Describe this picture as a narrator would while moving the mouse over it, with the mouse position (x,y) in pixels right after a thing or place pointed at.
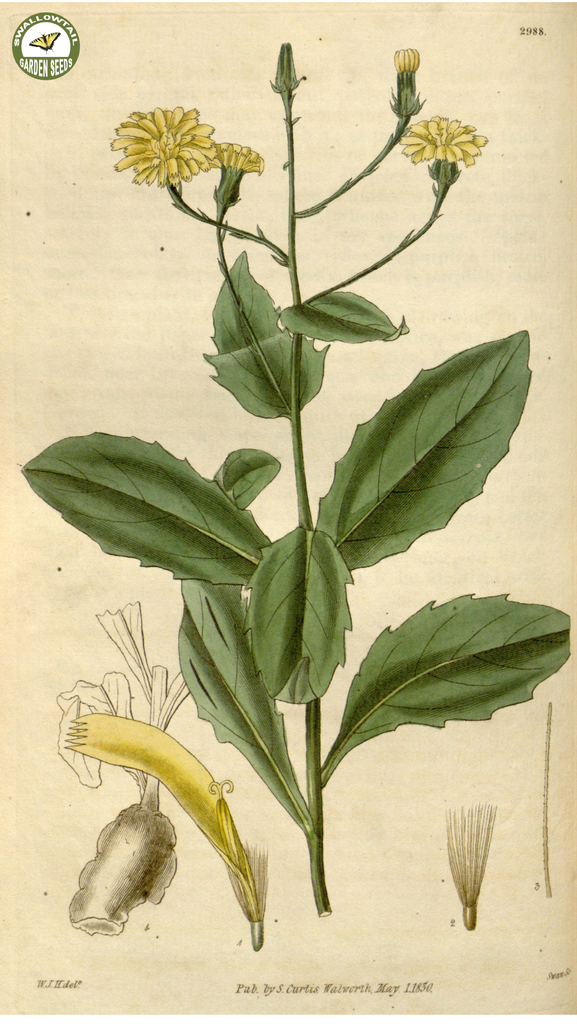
In this image we can see a sketch (227,534) of a plant (256,236) with flowers (183,131) and buds (279,62) and in the bottom of the picture (159,759) there are some parts (152,739) of a flower (159,759).
